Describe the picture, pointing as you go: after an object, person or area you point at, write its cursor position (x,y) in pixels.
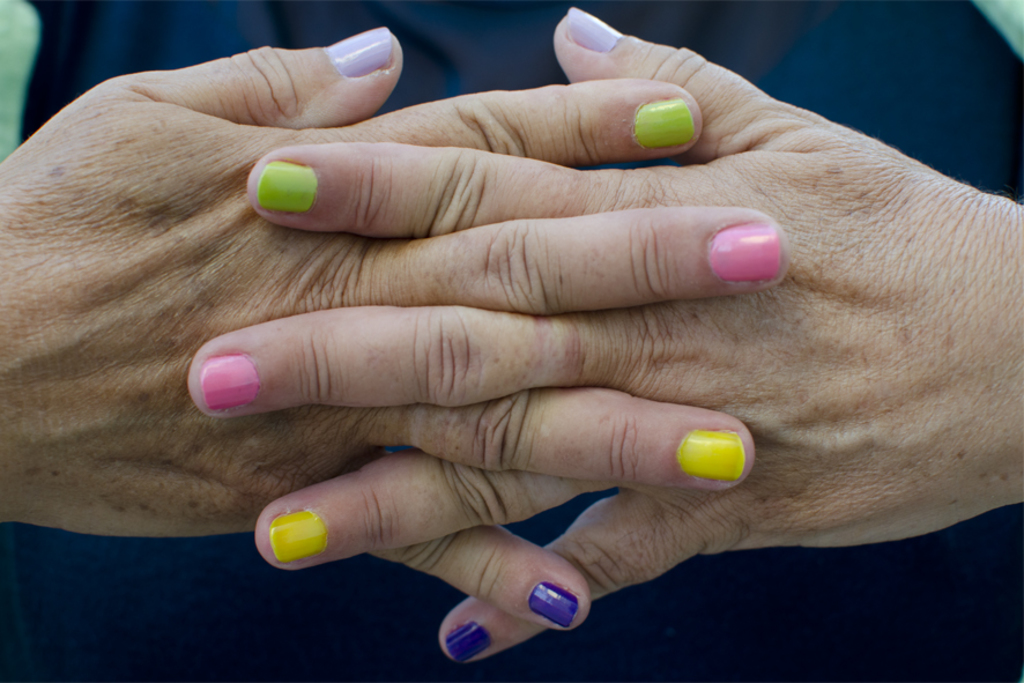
In this picture I can observe two hands (279,289). I can observe different colors of nail polish (295,177) which are in green, pink, yellow and violet colors.
